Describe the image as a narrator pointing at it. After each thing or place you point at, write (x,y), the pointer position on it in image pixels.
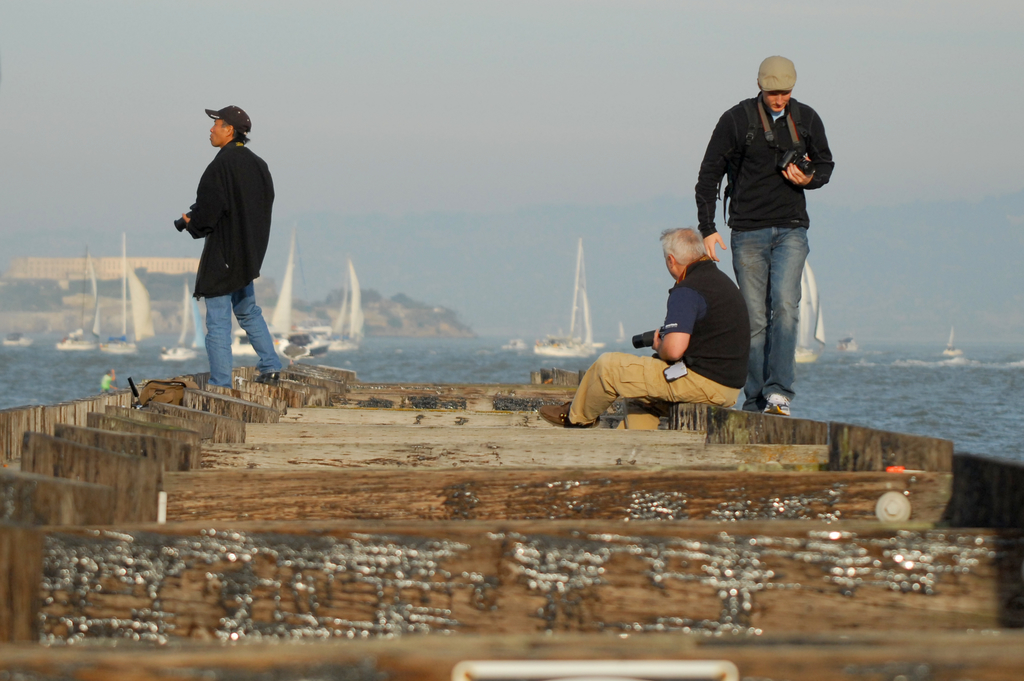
In this image we can see two men (749,204) holding the cameras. We can also see a man (693,260) holding the camera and sitting on the deck (588,491). In the background (520,357) we can see the boats (356,298) on the surface of the water (803,363). We can also see the building (122,261), trees (181,280) and also the sky (374,47).
